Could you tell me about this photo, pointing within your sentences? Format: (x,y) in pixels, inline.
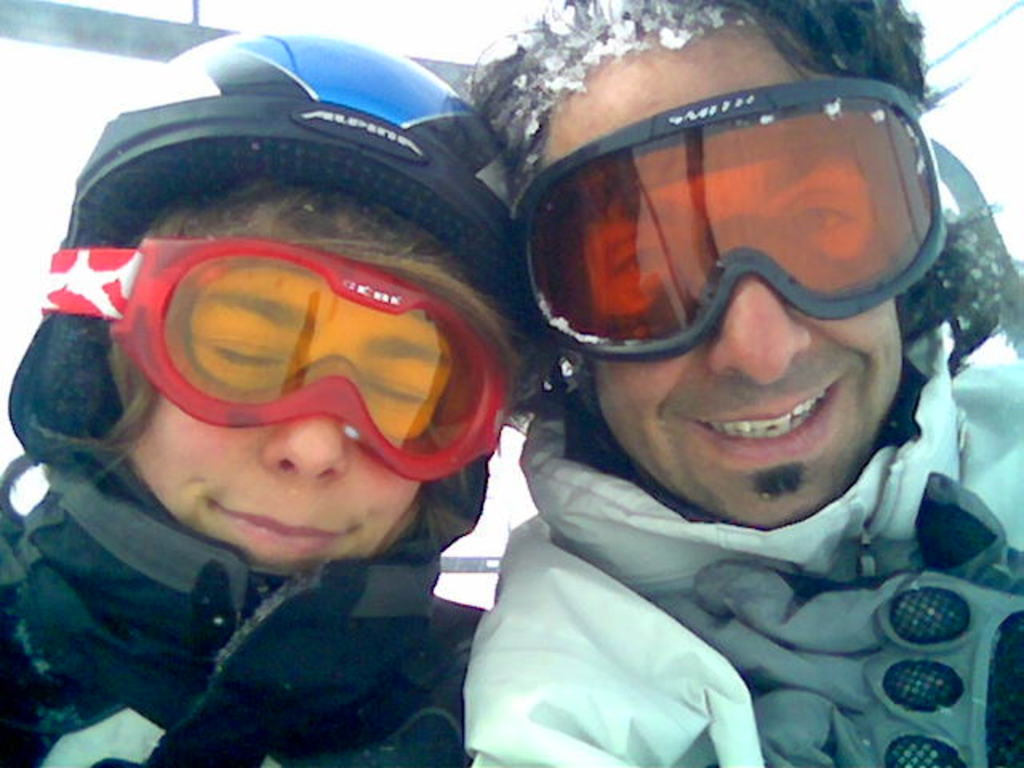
This image consists of persons (594,462) in the center (603,482) wearing a winter clothes (683,642) and having smile (779,441) on their faces (797,459).
